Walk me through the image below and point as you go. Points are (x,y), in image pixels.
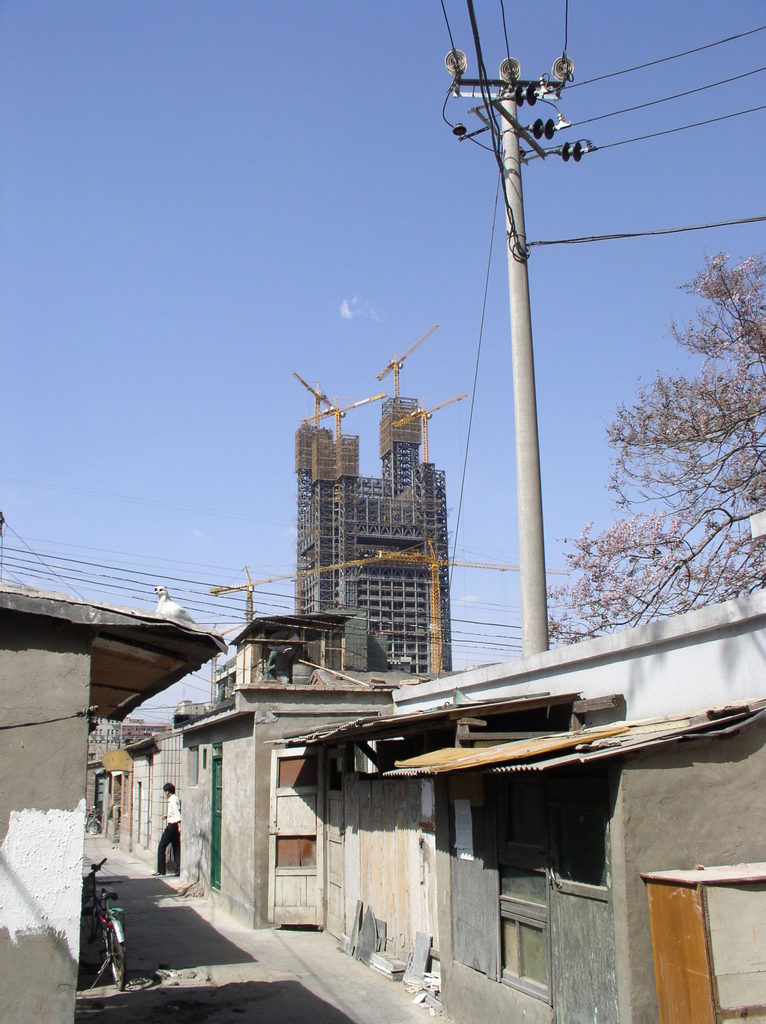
In this image there are buildings (179,711), there is a bird (167,613) on the one of the buildings (78,774). At the bottom left of the image (172,827) there is a bicycle (108,920) parked on the path (216,933) and there is a person (163,836) walking. In the background (445,350) there are trees (652,416), a utility pole (527,580) and the sky (104,312).
